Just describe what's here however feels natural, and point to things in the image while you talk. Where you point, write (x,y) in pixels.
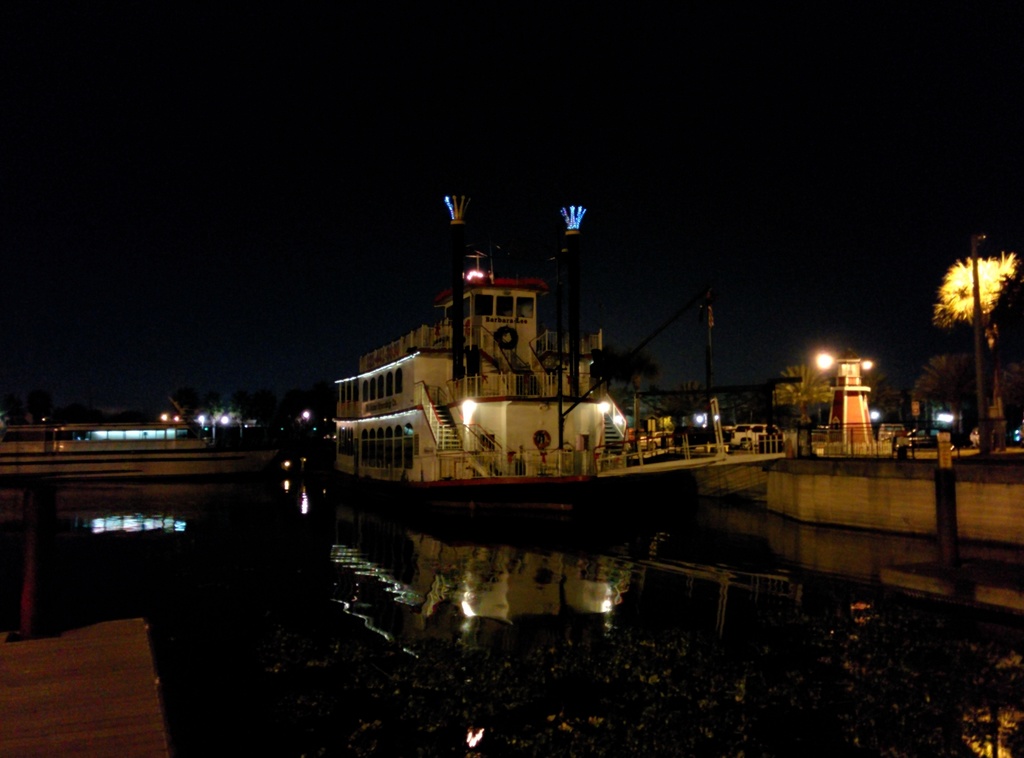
In this image we can see ships (55,441) on the surface of water (464,642). There is a pole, tree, light house (845,407) and car (762,423) on the right side of the image (872,390). The sky (608,103) is dark. We can see one wooden piece (55,742) in the left bottom of the image (26,688).
